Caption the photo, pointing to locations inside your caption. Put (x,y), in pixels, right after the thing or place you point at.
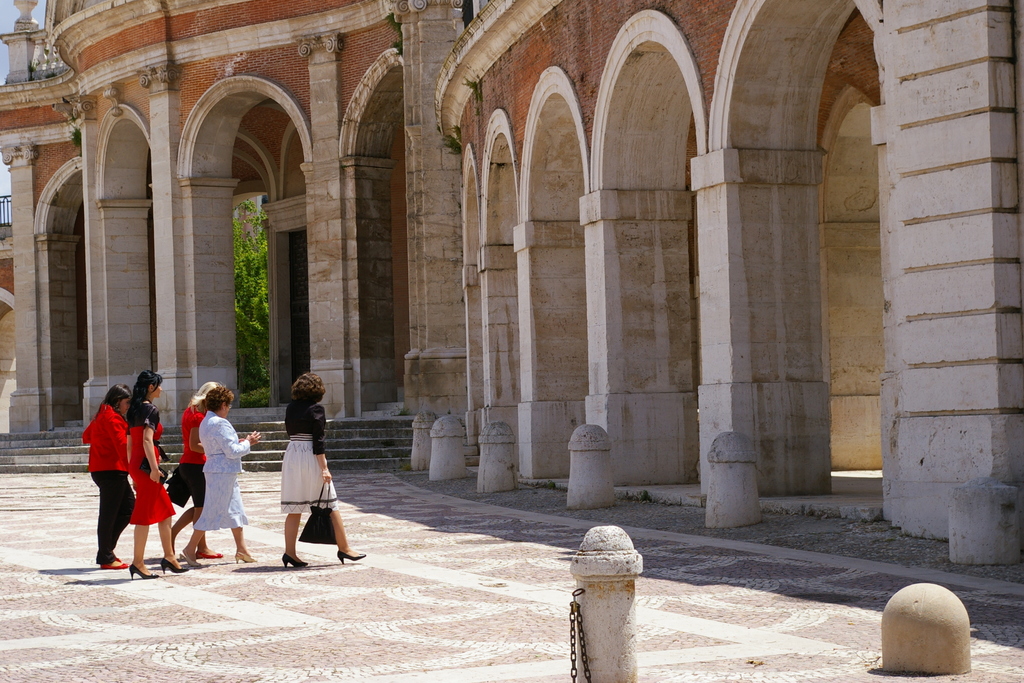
In this image we can see women (114,498) walking on the floor (245,586), barrier poles (921,650), building (482,181), sky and creepers (259,307).
